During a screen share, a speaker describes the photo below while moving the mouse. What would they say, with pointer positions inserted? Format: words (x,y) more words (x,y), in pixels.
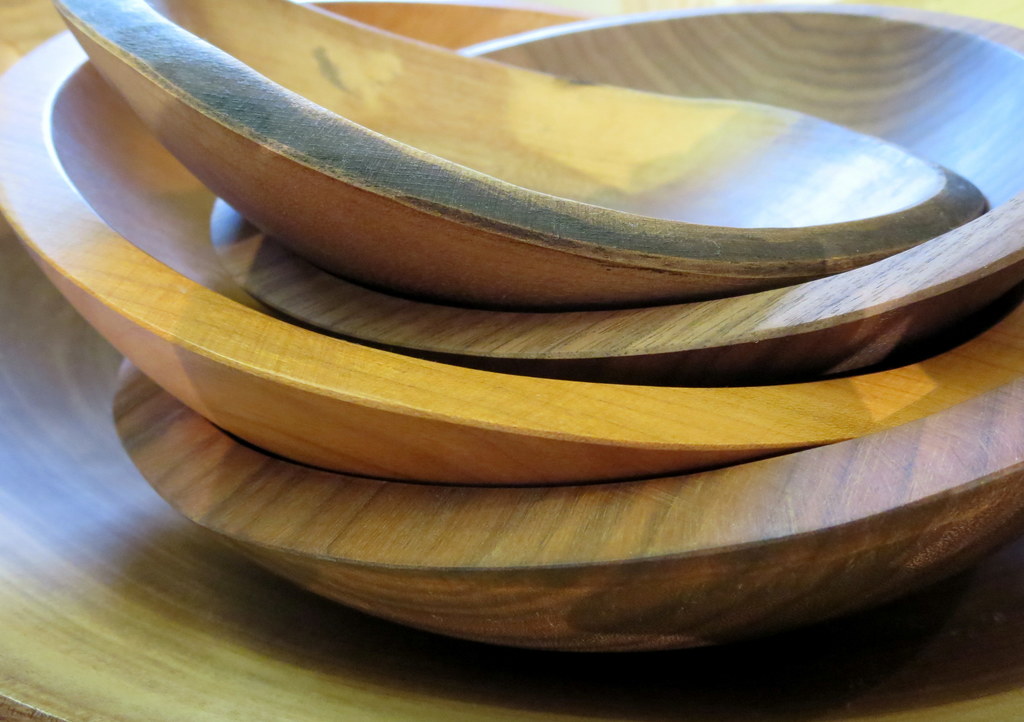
In the picture we can see a wooden plank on it we can see a wooden bowls (723,449) one on the other.
